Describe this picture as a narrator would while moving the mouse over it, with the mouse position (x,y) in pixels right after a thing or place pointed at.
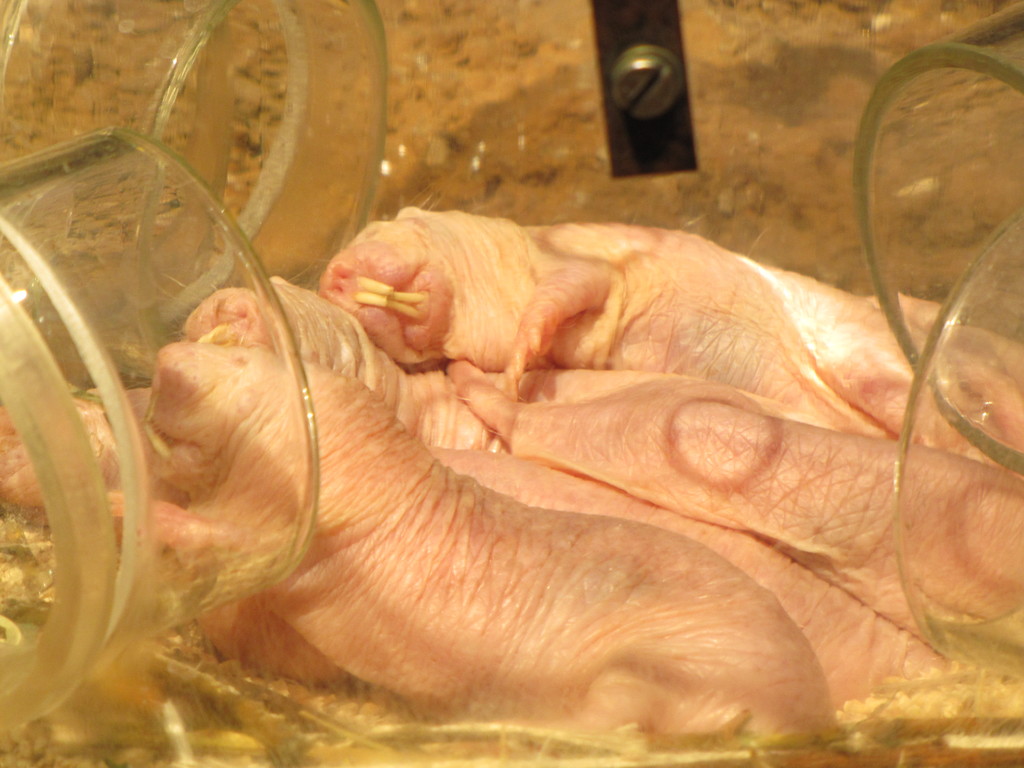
In this image we can see naked mole rat (549,501) is seen. And we can see that sand puppy (587,659) is placed in a box (286,119) made up glass (208,65). And we can see the screws (659,106) in some regions.
